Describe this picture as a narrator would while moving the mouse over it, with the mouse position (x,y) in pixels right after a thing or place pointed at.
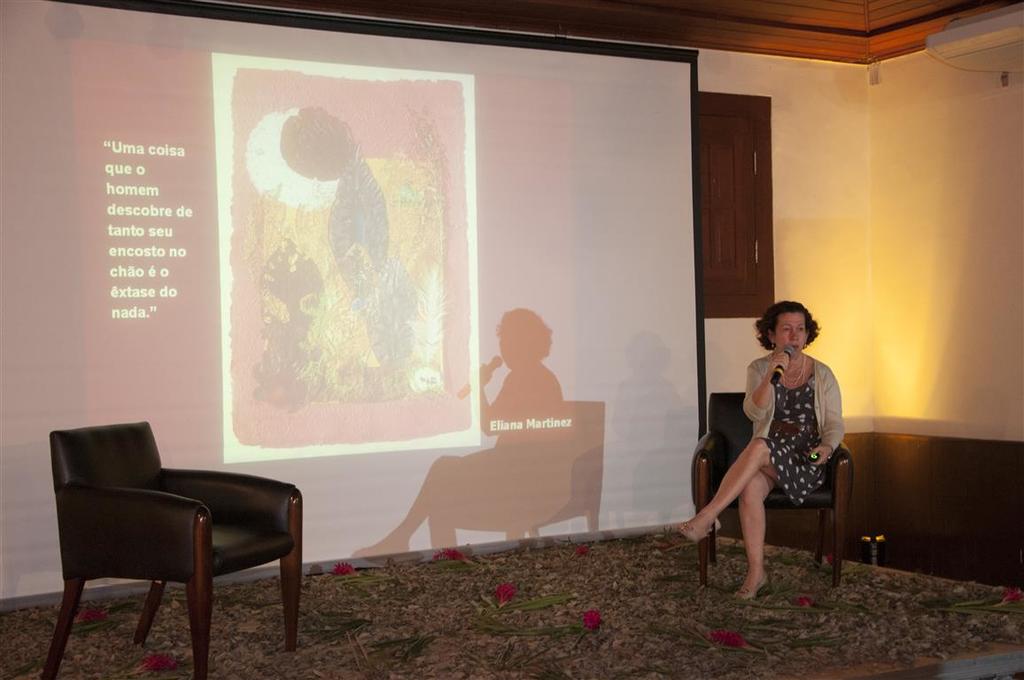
In this picture there is a lady (826,427) who is sitting at the right side of the image (690,521) by holding a mic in her hand (781,361), it seems to be she is explaining something and there is a projector screen (575,506) at the center of the image (609,349) and there is a chair (105,549) at the left side of the image (250,528).
